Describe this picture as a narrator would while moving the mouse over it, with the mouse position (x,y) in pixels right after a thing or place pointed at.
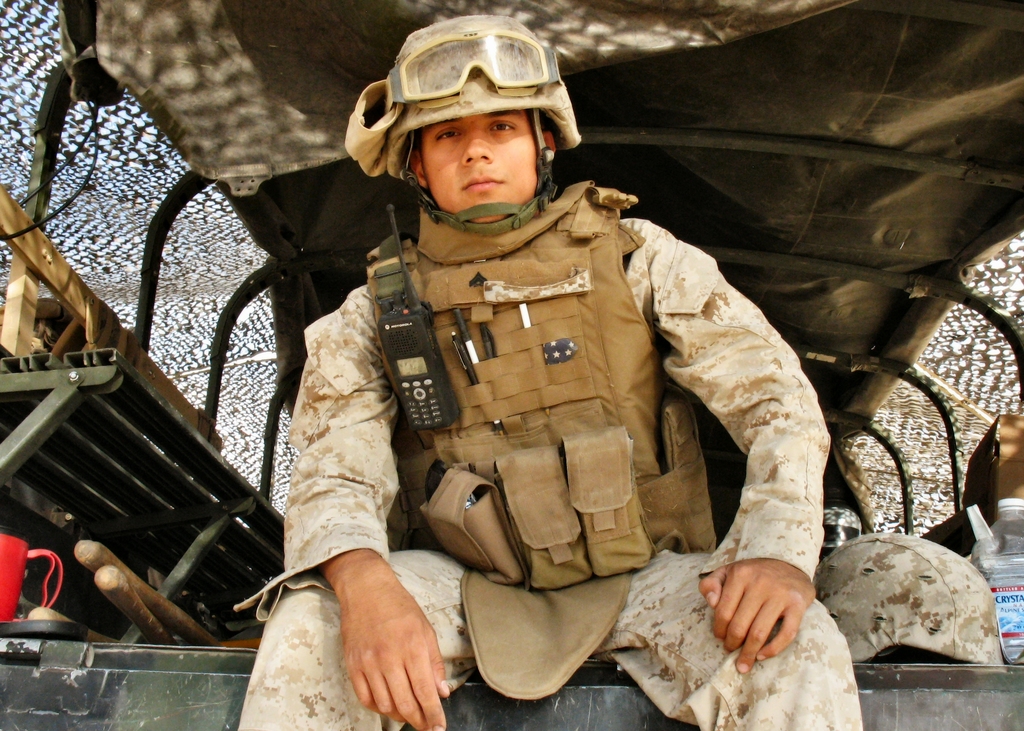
In this image I can see a person (449,470) sitting in a vehicle (265,534). There is a cap (820,576), water bottle (1023,570) and there are some other objects (167,417).
